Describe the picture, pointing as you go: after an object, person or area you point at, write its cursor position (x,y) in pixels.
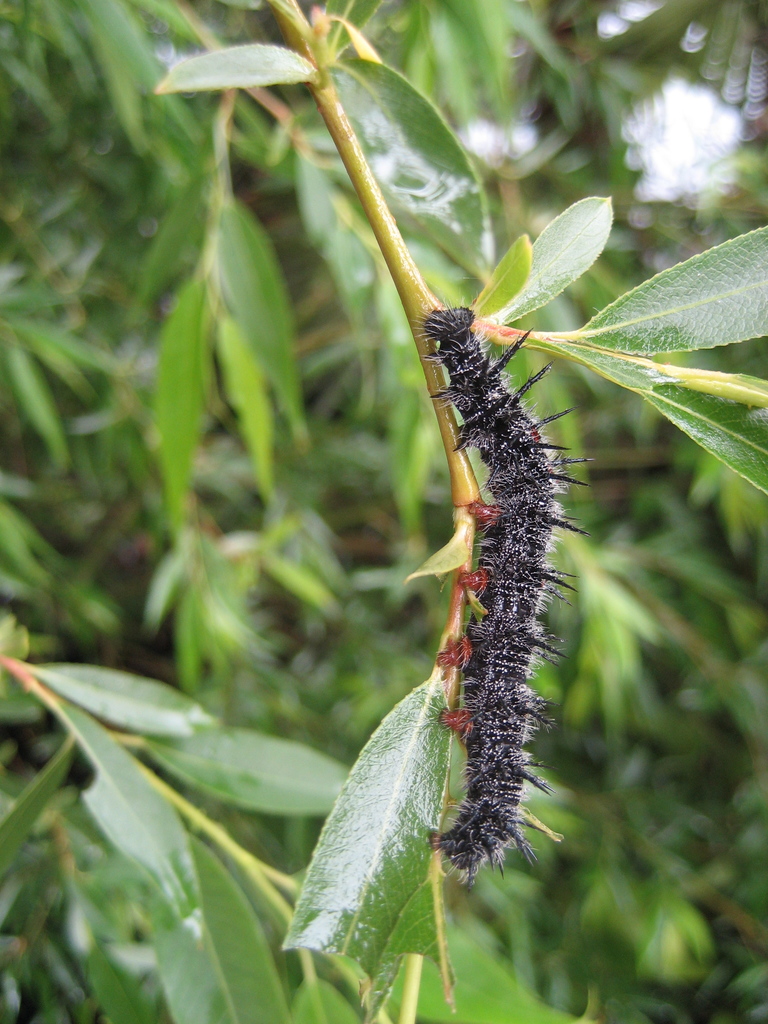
In the picture I can see an insect (543,520) on stem (441,425) of a tree (498,337) and there are few green color leaves (419,494) in the background (243,419).
